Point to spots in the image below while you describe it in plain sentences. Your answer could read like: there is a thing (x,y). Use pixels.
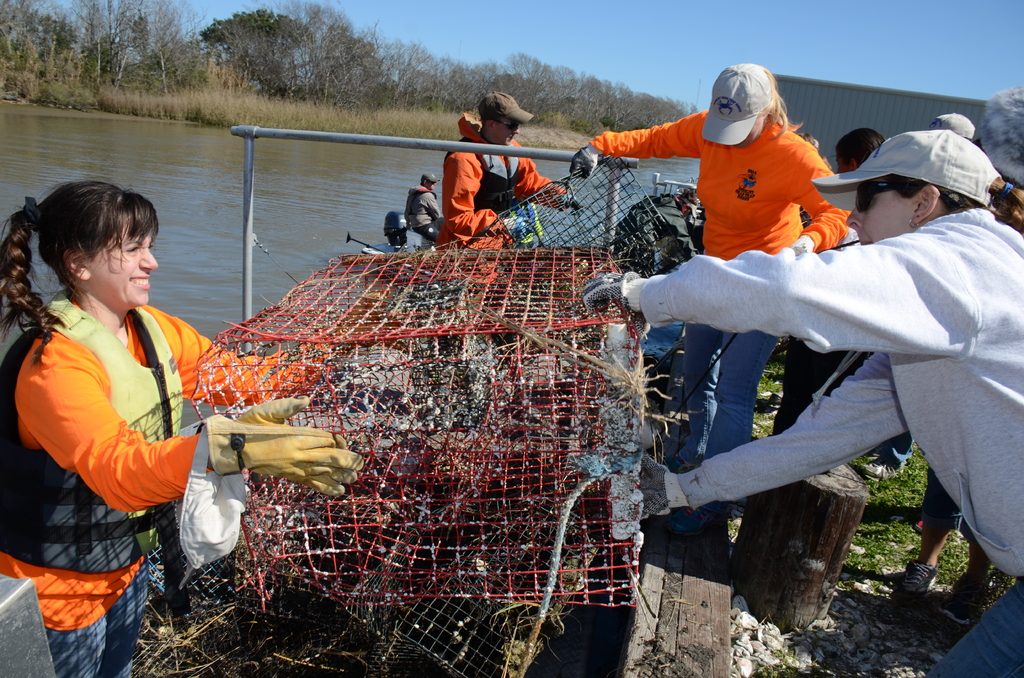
In this image, on the right side (893,396), we can see a group of people (876,232) standing. On the left side (102,237), we can see a woman (83,474) standing and holding a net fence (339,529). In the background (458,154), we can see a metal rod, a group of people (445,164), building (911,92), trees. At the top (751,9), we can see a sky (705,27), at the bottom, we can see a water (273,215) in a lake (190,180) and a grass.
